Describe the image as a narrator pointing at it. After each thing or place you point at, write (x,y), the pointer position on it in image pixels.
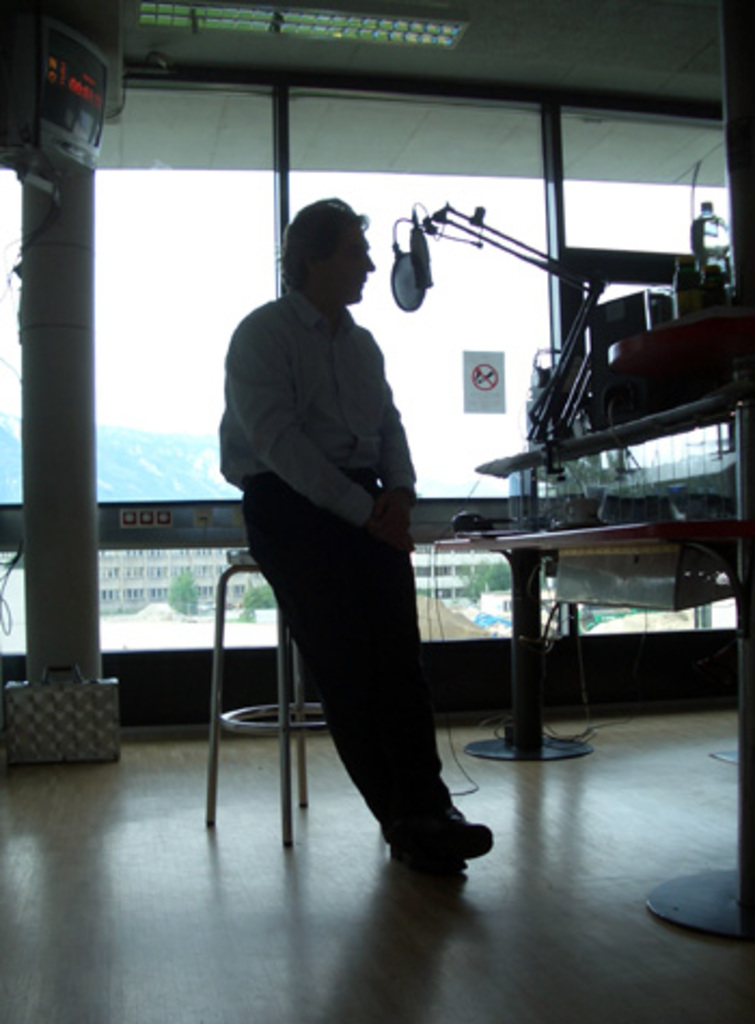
In the center of the picture (297,522) there is a person (327,641) sitting on a stool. On the right (656,571) there are bottle (691,280), microphone (396,299), cables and other objects (628,517). On the left (78,663) there are briefcase (46,738), cables (41,227), television (67,145) and pillar (30,558). In the center of the picture (473,573) there is a window (239,227), outside the window (135,382) there are buildings (150,564), trees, and hill (142,455).
